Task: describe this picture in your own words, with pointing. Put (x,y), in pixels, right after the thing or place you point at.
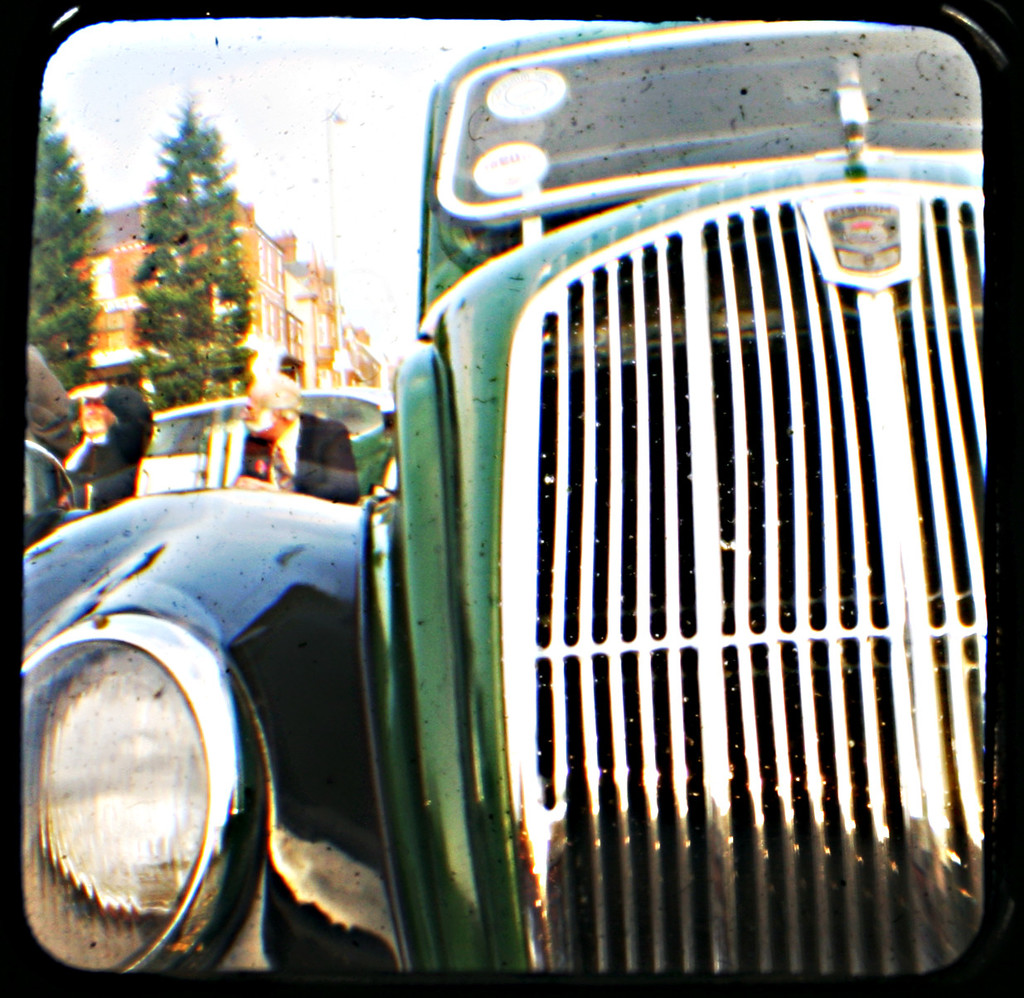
In this images we can see a vehicle (349,653). In the background (120,498) there are few persons (124,496), vehicle (212,467), trees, building (115,268) and sky (326,149). This image is edited with a frame filter.
